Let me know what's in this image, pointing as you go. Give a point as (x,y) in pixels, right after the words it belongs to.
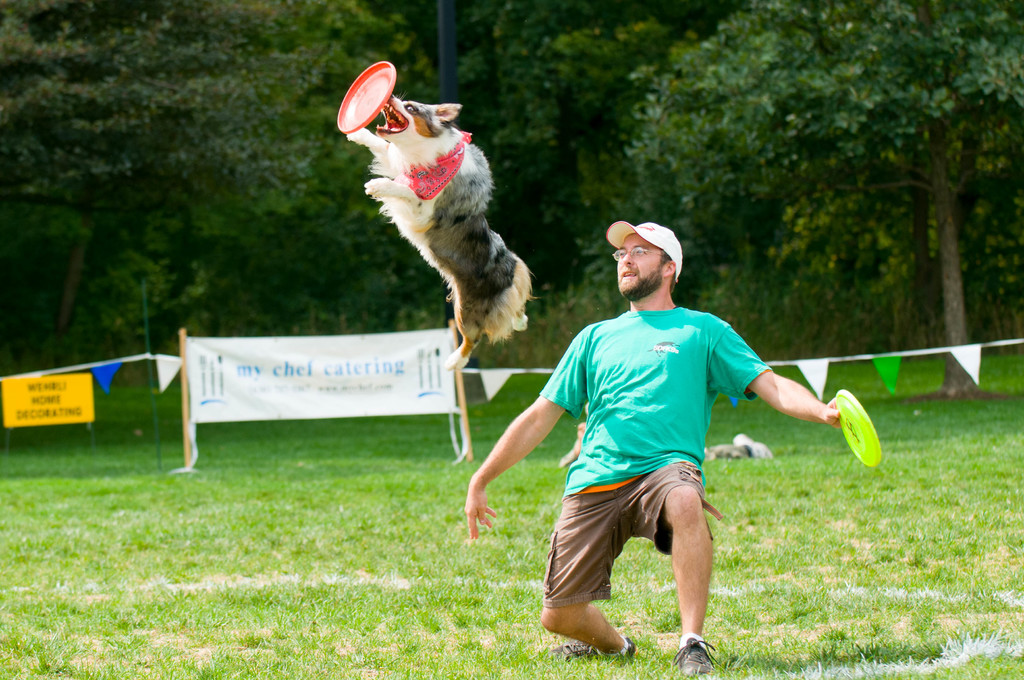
In this image there is grass (207,595) at the bottom (206,595). There is a person (639,493) holding an object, there is an animal (466,248) in the foreground (621,458). There is a board (275,398) with text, there is a poster (9,395) on the left corner (51,420). There is a pole (448,71), there are trees (469,88) in the background (535,279).
